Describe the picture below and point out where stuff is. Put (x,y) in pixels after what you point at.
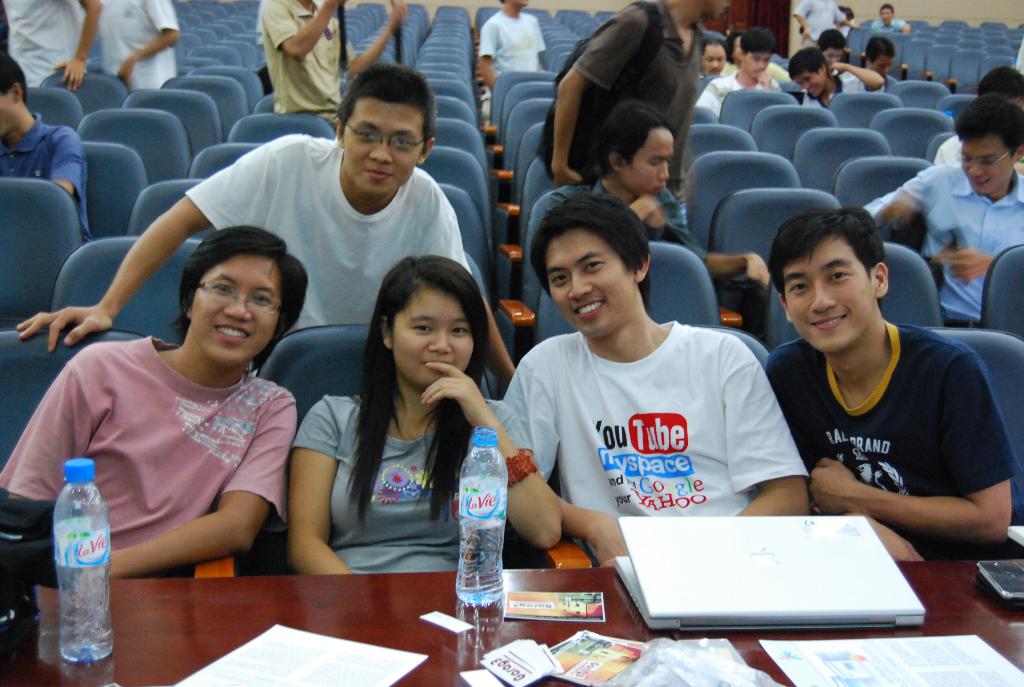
In this image we can see a few people (741,50), some of them are sitting on the chairs (881,35), there is a table (379,616) in front of them, on the table (360,620) there are bottles (477,472), papers (332,673), cards (490,677), a laptop (730,577), and a cell phone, also we can see the wall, and a door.
